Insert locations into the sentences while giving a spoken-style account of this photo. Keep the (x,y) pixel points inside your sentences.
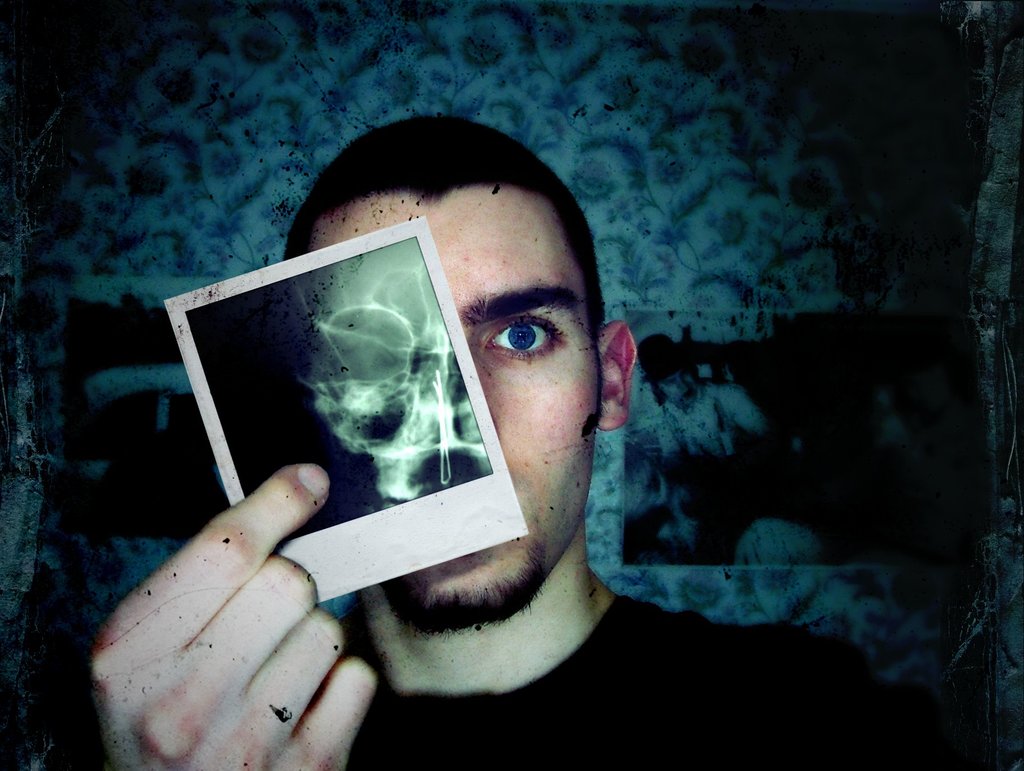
In this image we can see a person (298,512) holding an object (331,547). Behind the person (476,222) we can see a wall (624,261) and on the wall (624,215) we can see few posters (644,492).
